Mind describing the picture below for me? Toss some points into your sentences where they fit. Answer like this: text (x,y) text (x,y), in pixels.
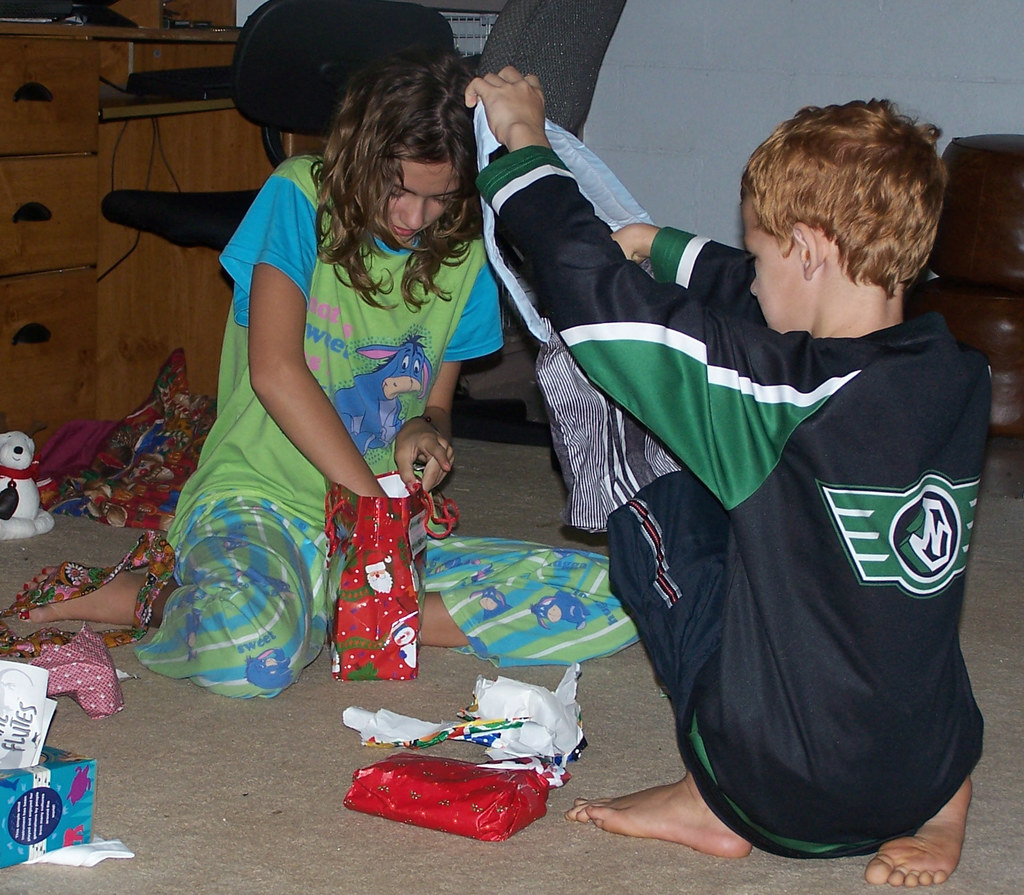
In this image we can see two children (405,358) on the floor (634,879). One boy (811,478) is wearing a black dress (803,619) holding a cloth (534,313) in his hands (517,124). In the background (218,205), we can see a chair (342,33) cupboard (207,147) and a toy (14,489) placed on the floor (152,788).
